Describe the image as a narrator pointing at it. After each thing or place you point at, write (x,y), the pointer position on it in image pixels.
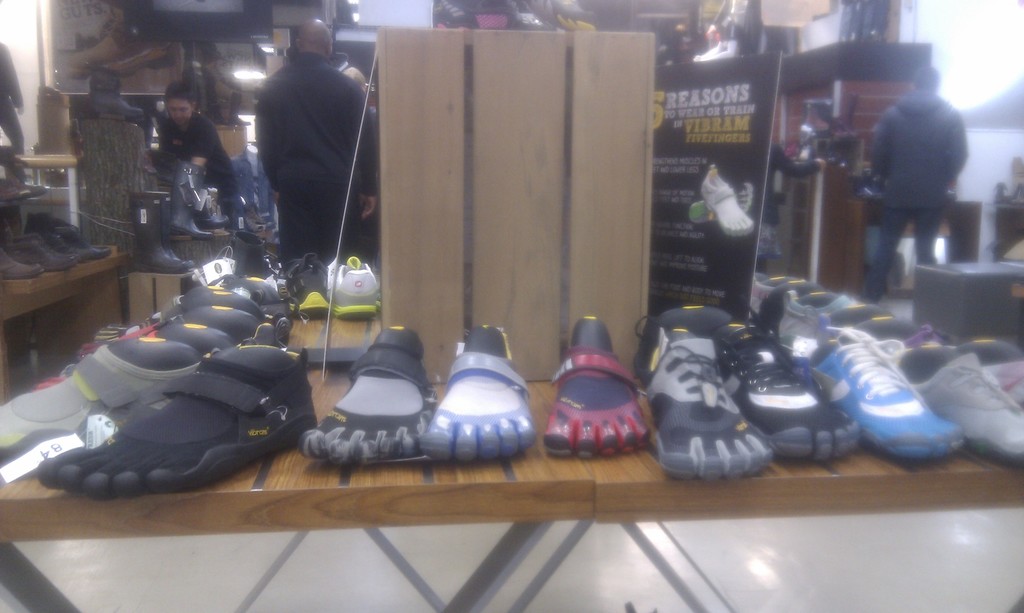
In this image there is a wooden table (460,489). On the table (368,325) there are different types of footwear (165,333) and a box (519,184). Beside the box (392,201) there are boards (662,165) on the table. To the left (52,253) there are boots (181,215) on the tables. To the right (962,273) there are stools (974,273) and tables (834,184). In the background (194,128) there are boards (274,23) and a few people (282,94) standing in the image.
